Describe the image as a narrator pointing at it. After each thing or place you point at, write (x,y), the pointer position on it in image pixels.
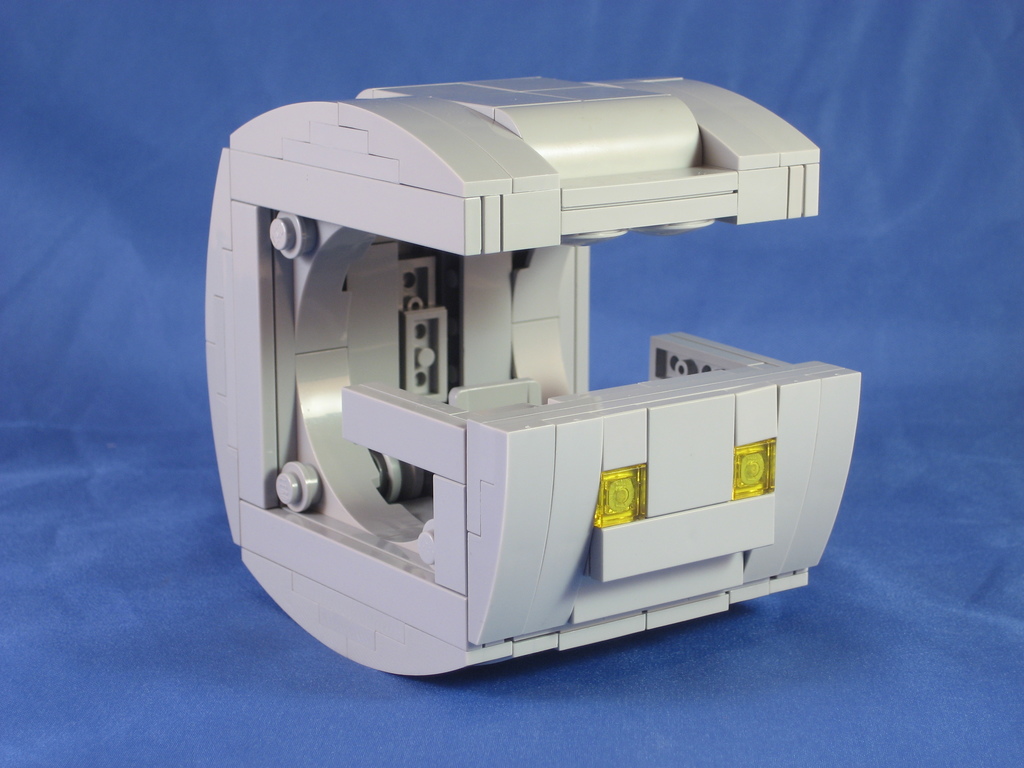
In the picture we can see a instrument (371,236) which is white in color on the blue colored surface (0,474).
